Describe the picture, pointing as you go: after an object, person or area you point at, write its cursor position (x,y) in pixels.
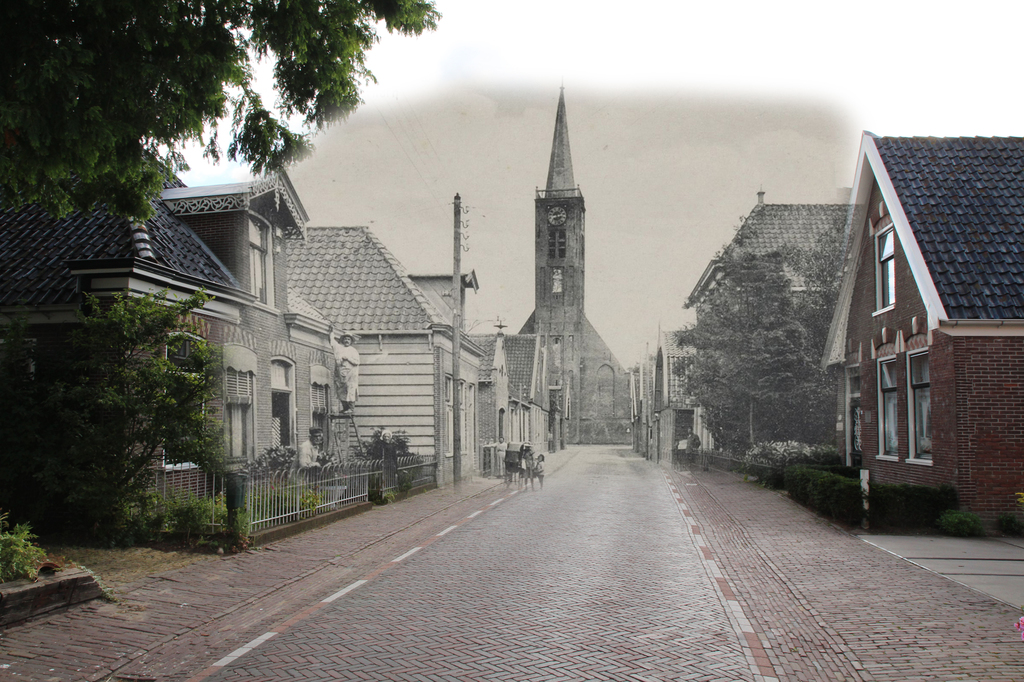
In the picture we can see a street (925,679) with a road (639,483) on the either side of the road (600,579) we can see a path (777,619) and houses (530,434), poles (459,476), railings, plants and a tree (38,156) on one side and we can also see some people (525,457) are standing on the path (375,511) and in the background (560,157) we can see a clock tower (554,235) with a clock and behind it we can see a sky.
